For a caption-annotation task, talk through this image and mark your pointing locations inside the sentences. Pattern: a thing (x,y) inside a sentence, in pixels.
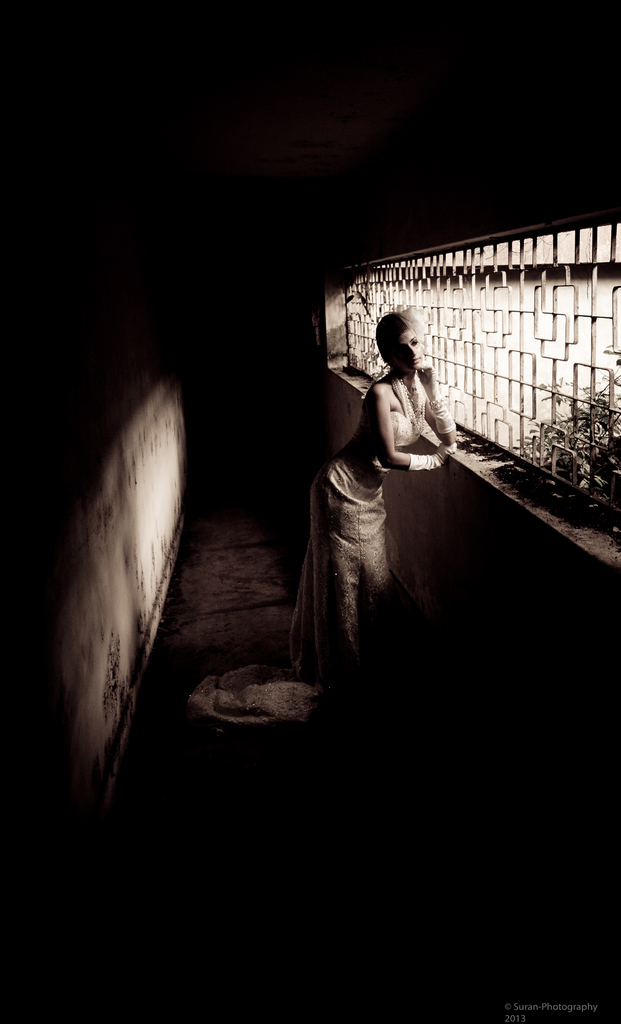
In the center of the image (315,517) there is a lady (382,465) standing. There is a window (431,334). To the left side of the image (53,406) there is a wall (62,552).
